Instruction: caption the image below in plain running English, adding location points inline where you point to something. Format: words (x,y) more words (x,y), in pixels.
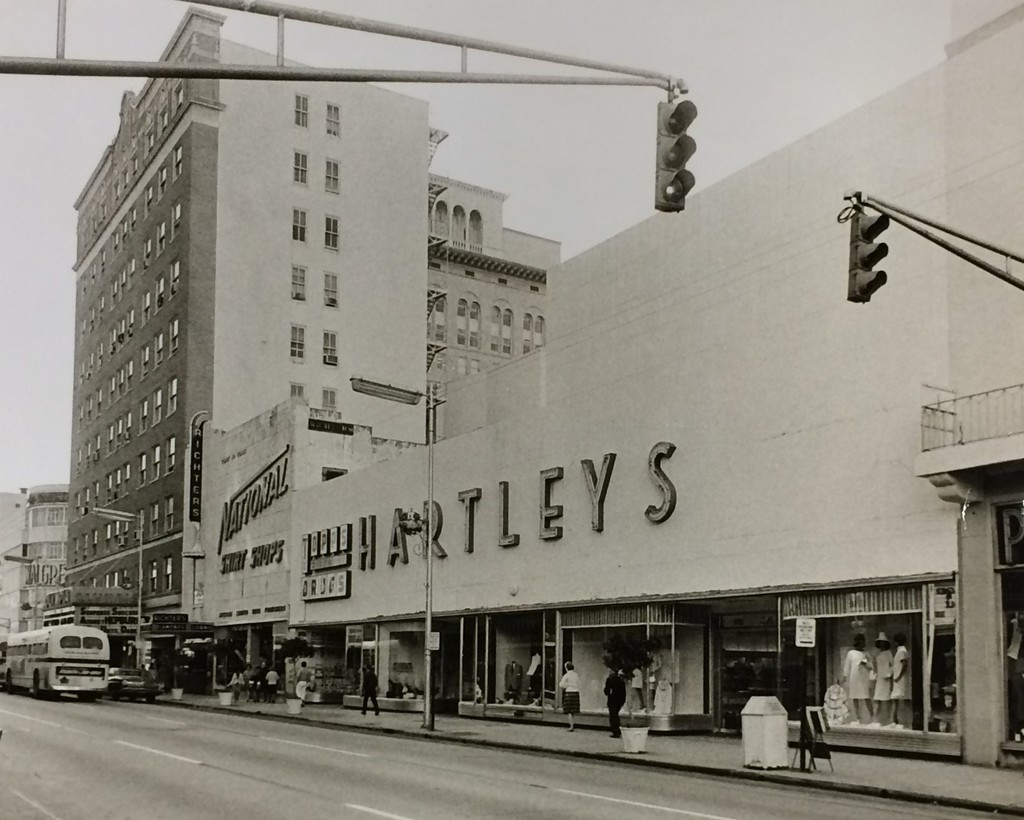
In this image there is a road (433,742), On the road (487,776) there is a bus (77,643), traffic light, street light (396,390) and a pot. And at the sidewalk (789,760) there are persons (377,678) walking. At the right side (734,666) there is a building (795,231) and a sky (741,80).
